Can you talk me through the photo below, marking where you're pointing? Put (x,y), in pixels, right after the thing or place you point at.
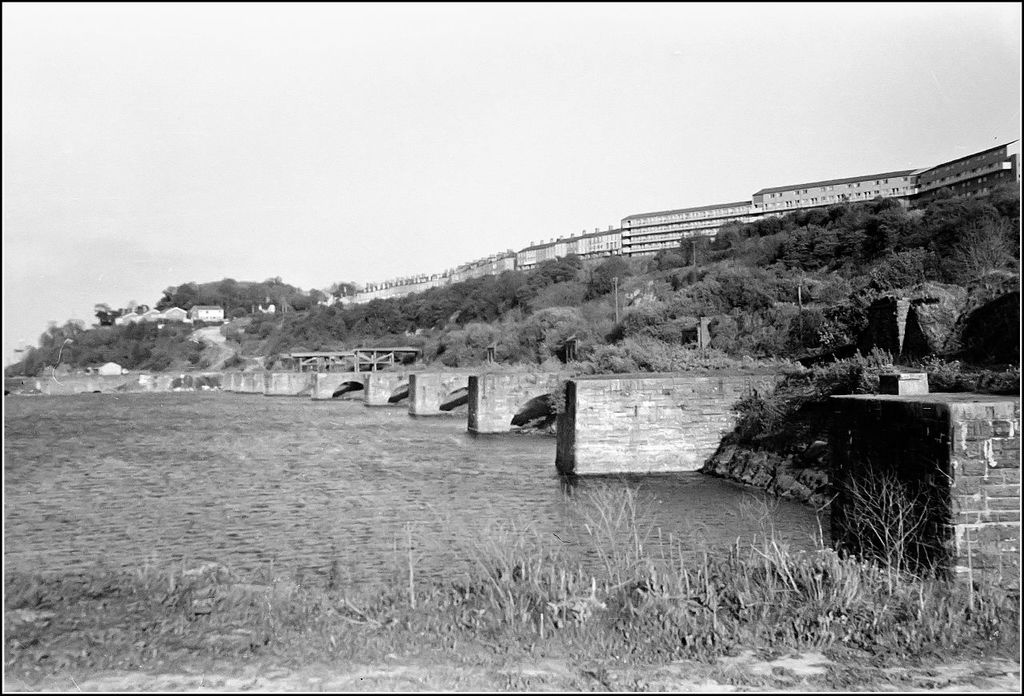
This is a black and white image. There are trees (956,242) in the middle (592,333). There are buildings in the middle (577,237). There is water (407,433) at the bottom (451,501).
